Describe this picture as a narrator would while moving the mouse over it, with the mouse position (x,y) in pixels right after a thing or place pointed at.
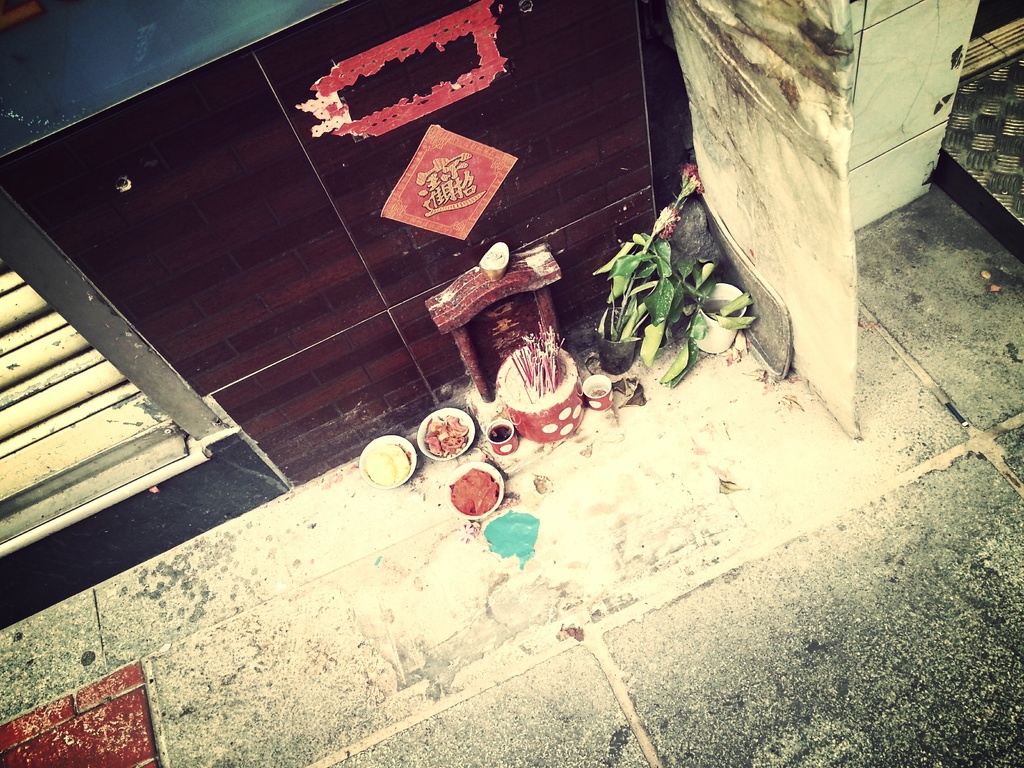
In the middle of the picture (656,327), we see flower pots (642,318), red color object (554,405) which looks like a box (554,428), bowls (454,489) and cups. Beside that, we see a wooden stool (506,318). Beside that, we see a wall (282,245) in brown color. On the left side (44,430), we see the window (67,447). In the right top (778,93), we see the white pillar (874,89).
